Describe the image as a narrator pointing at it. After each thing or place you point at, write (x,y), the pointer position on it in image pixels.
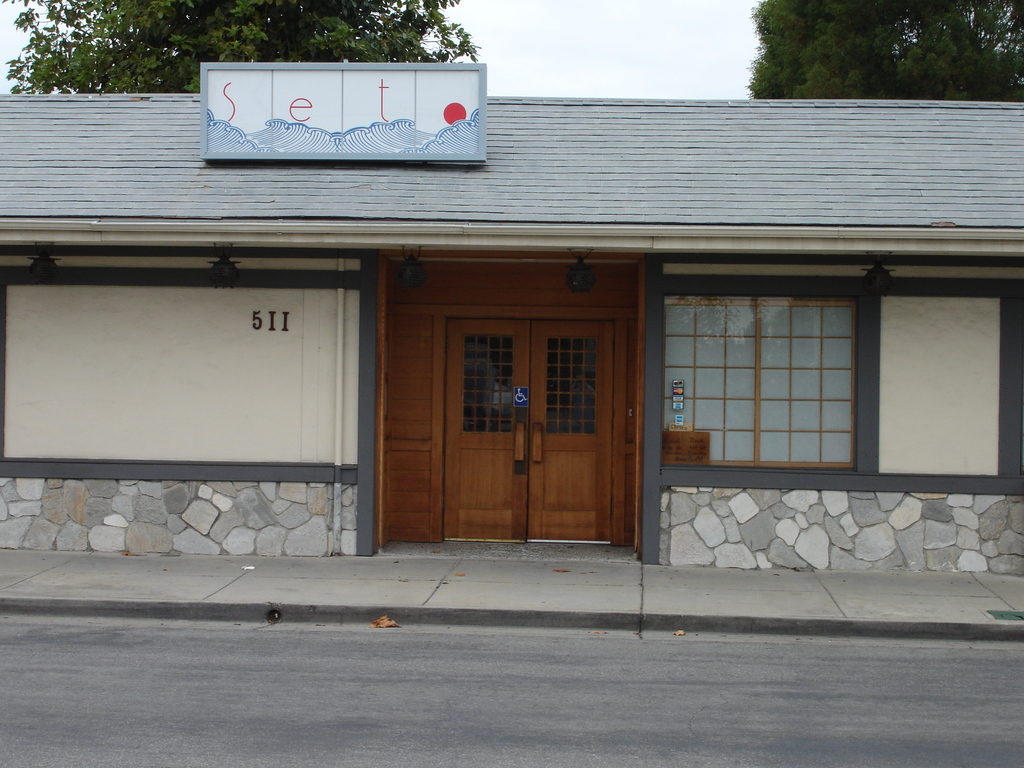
This is the picture of a building (643,190). In this image there is a building (946,493). In the middle of the image (571,490) there is a door (565,486) and there is a pipe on the wall (333,471) and there is a hoarding (387,87) on the top of the building (454,164). At the back (449,27) there are trees (449,27). At the top (586,50) there is sky (600,53). At the bottom (369,664) there is a road (447,653) and footpath (583,576).
